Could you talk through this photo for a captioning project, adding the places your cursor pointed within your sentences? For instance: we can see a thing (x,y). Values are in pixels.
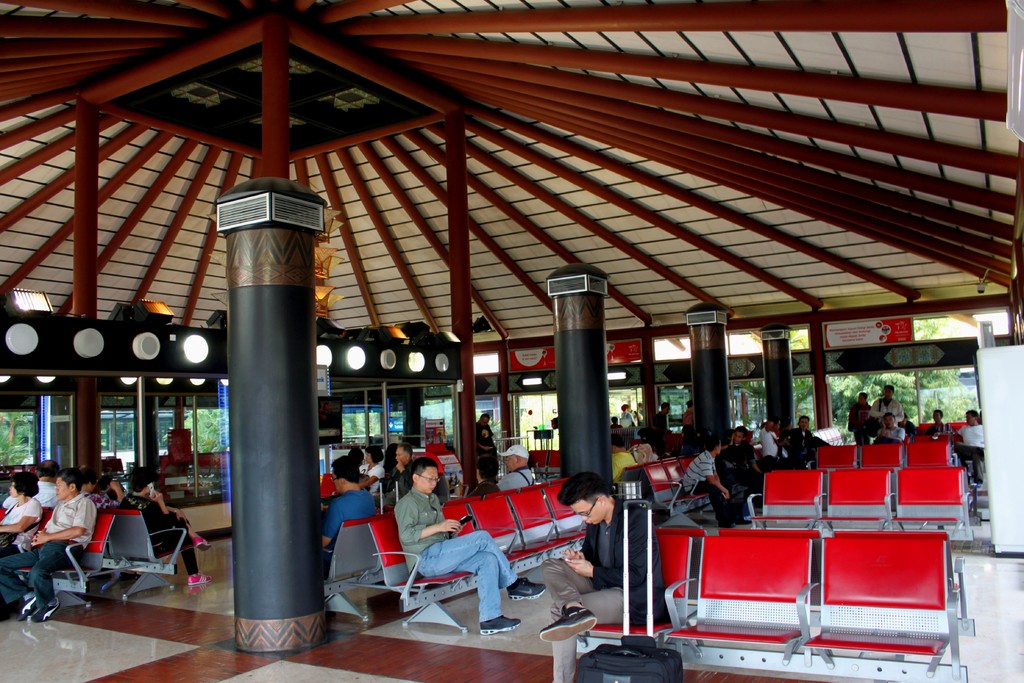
People (186,515) are sitting on chairs (95,550). Beside this man (593,553) there is a luggage (649,604). Here we can see pillar (278,464). These are lights (356,362). Through this glass windows (877,384) we can see trees (900,388).
